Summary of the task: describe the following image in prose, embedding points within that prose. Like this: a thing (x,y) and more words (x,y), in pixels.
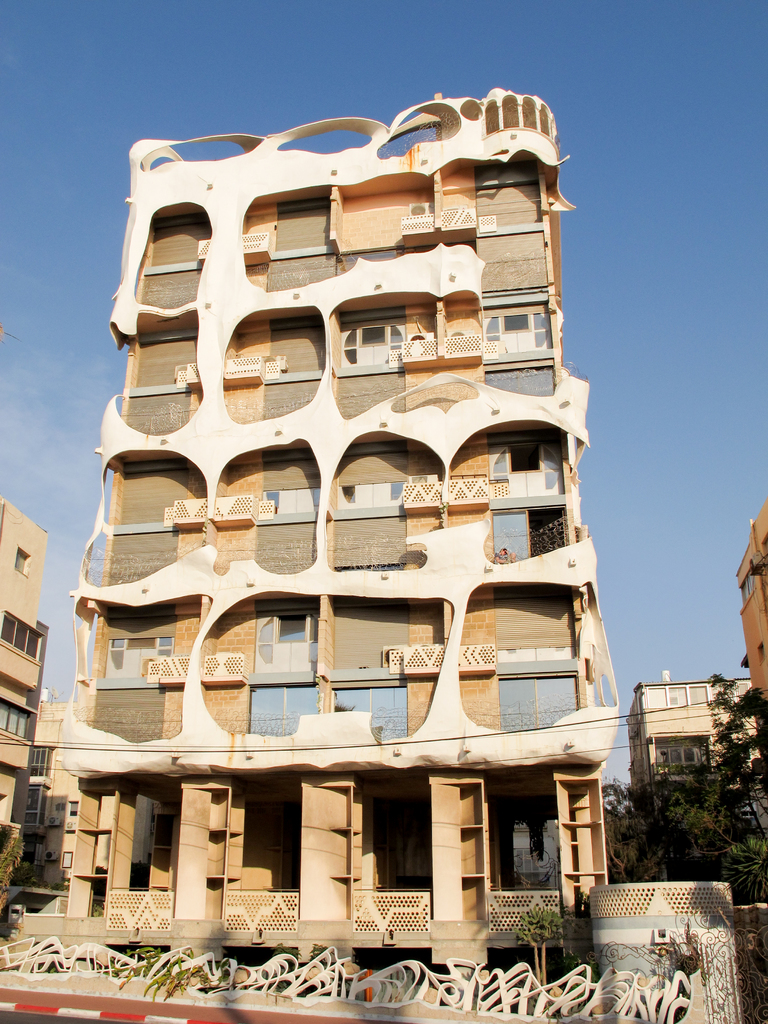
In this image I can see few buildings (279,424), few trees (728,752), few wires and few plants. In the background (44,683) I can see clouds (1,442) and the sky (733,189).
